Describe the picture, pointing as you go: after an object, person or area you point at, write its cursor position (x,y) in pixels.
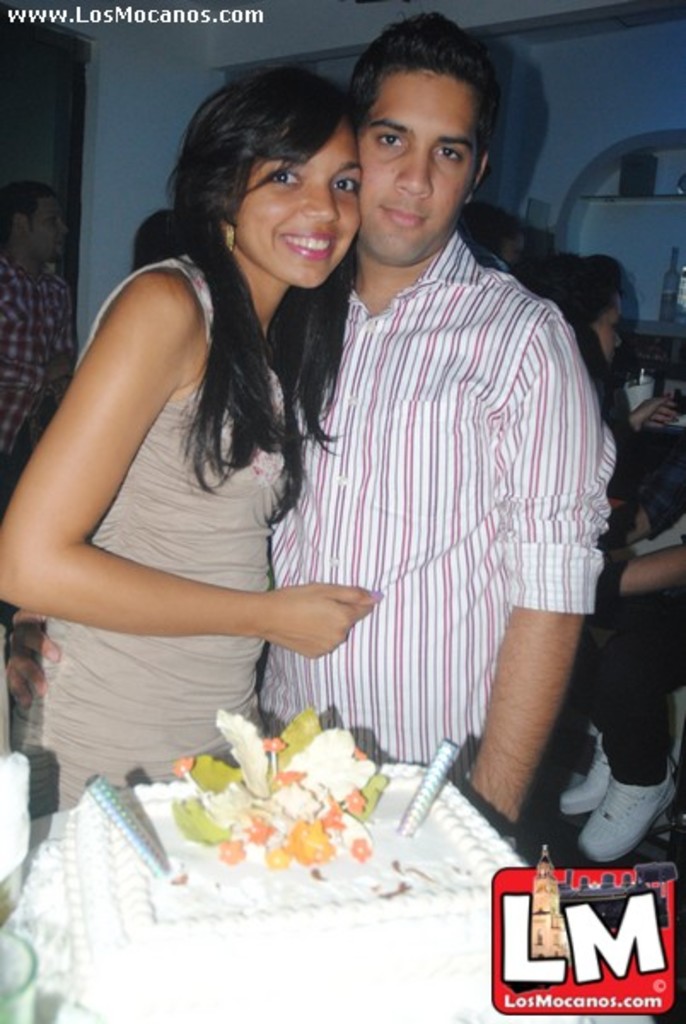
In this image I can see few people (363,722), a white colour cake (337,754), a watermark (518,868) over here and here I can see a smile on her face (253,182). In the background (678,263) I can see few things (683,304) on these racks (634,278).
